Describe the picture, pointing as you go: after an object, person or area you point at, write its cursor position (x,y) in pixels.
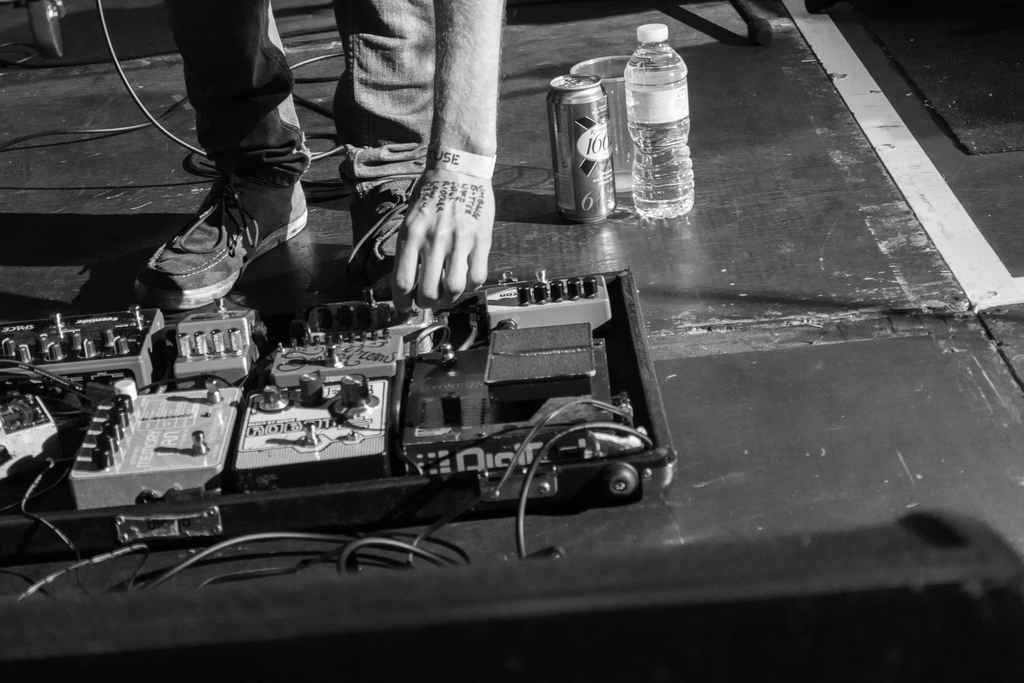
This is a black and white picture, in this image we can see legs (253,141) and the hand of a person (384,184), and also we can see bottle (655,201), tin (581,154) and some electrical objects (588,392) on the surface (834,344).
